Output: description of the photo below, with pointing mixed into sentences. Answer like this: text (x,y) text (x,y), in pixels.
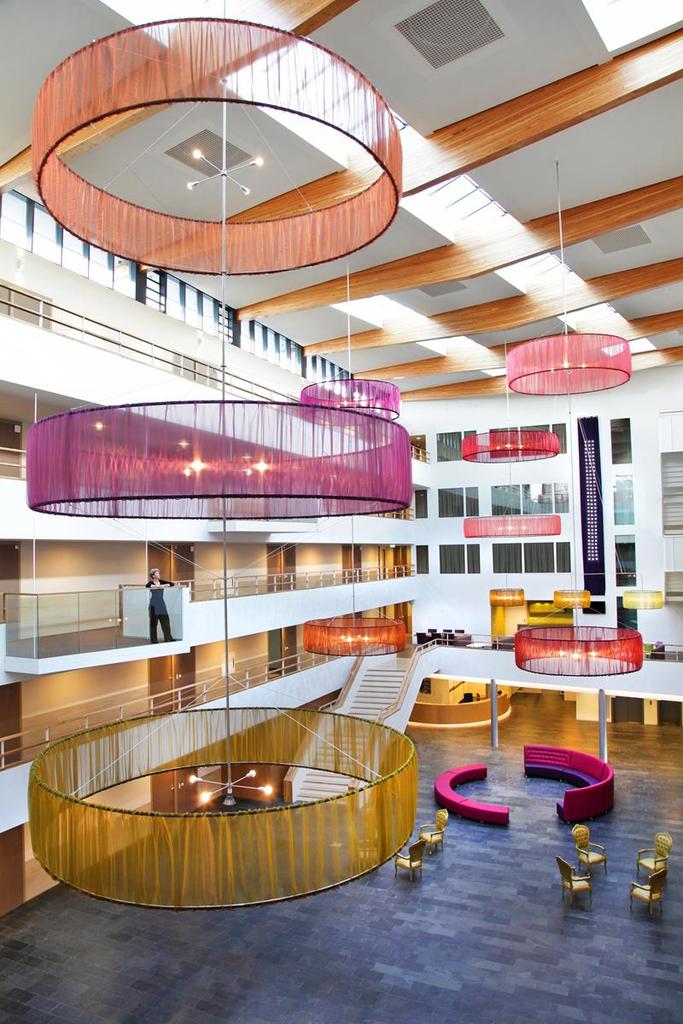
In this image I can see the inside view of a building (311,656). There are lights (372,796), there are chairs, couches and there is a staircase holder (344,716). Also there is a person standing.
